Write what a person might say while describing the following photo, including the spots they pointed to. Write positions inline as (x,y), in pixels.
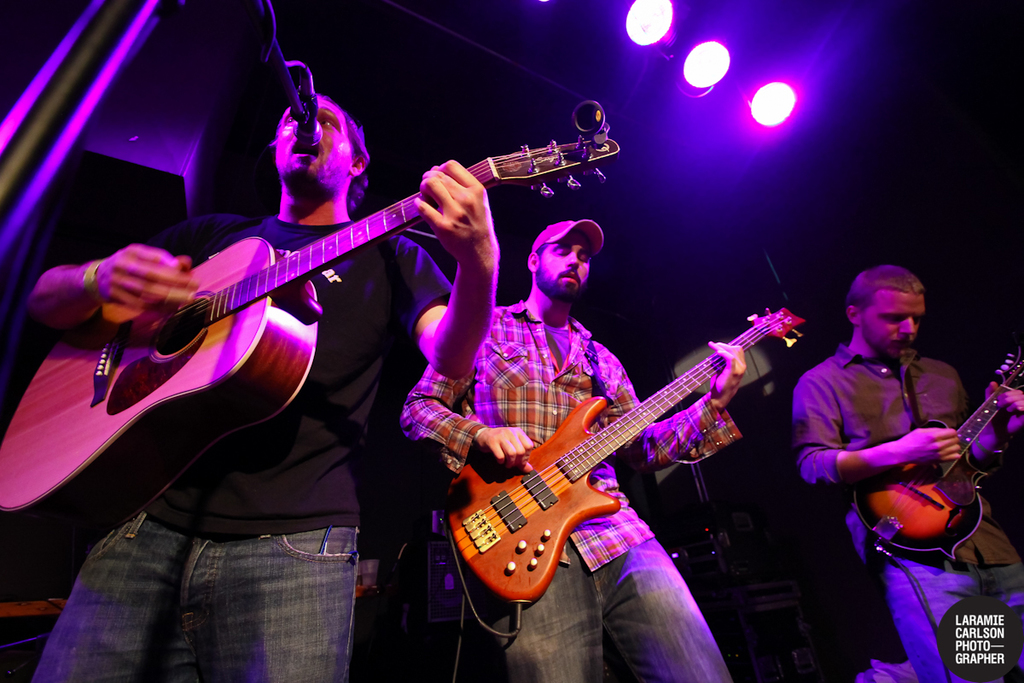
In the picture we can see three men (233,478) are holding a three guitars (544,537) in their hands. One man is singing a song in the microphone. In the background (792,192) we can find a dark and lights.
